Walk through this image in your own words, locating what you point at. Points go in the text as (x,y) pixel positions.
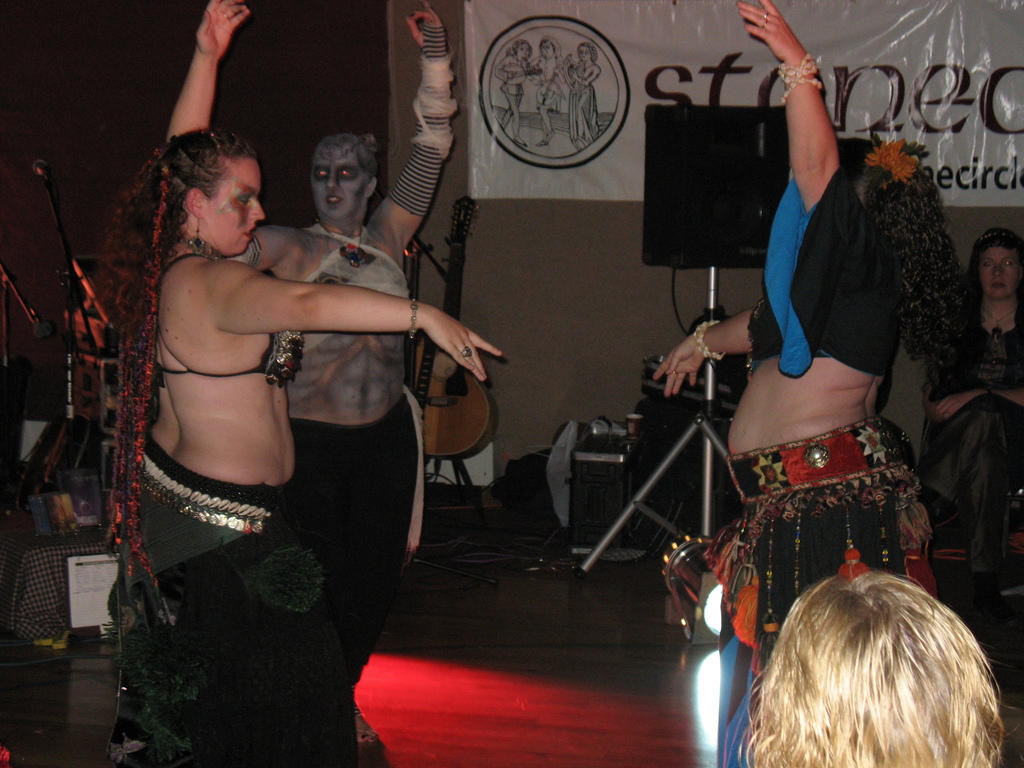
This image contains three persons (930,328) dancing. A person (926,401) at the right side of the image (1017,325) is sitting. There is a person (752,731) at the right bottom corner (787,750). Middle of the image (475,426) there is a guitar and sound speaker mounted on a stand (583,567). Left side there is a mike stand (62,238). Background of the image (1023,173) there is a banner (1014,4).
